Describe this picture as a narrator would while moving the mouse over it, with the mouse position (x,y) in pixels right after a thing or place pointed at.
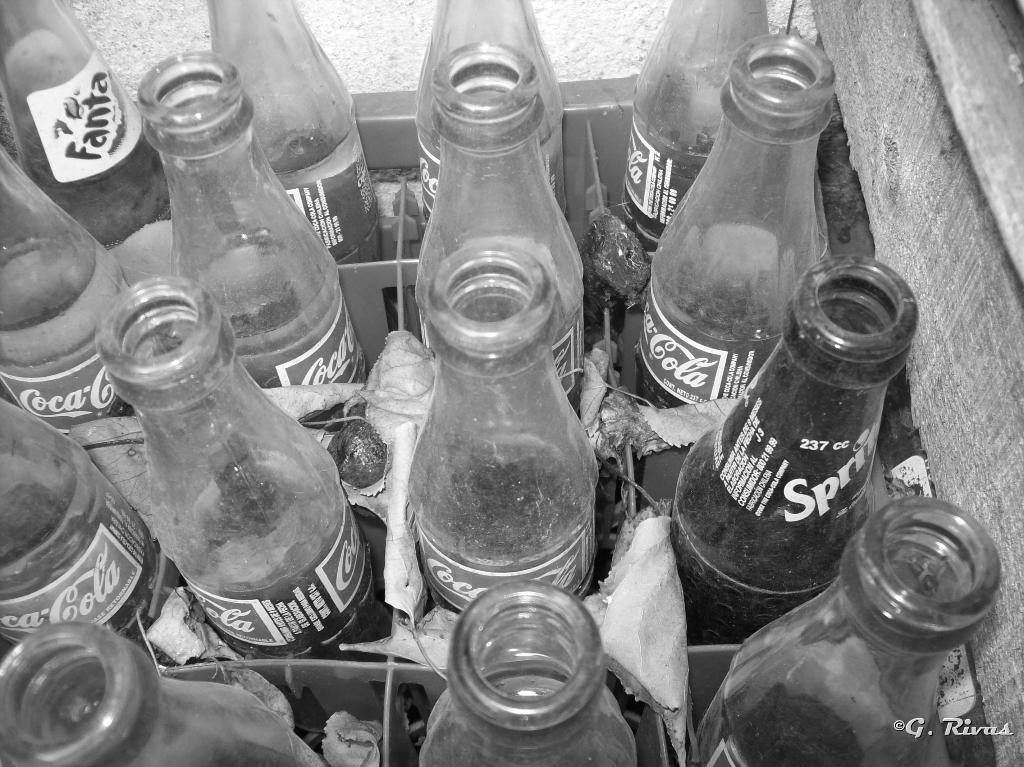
This is the picture of a stand (594,132) in which the bottles (581,343) are arranged.
